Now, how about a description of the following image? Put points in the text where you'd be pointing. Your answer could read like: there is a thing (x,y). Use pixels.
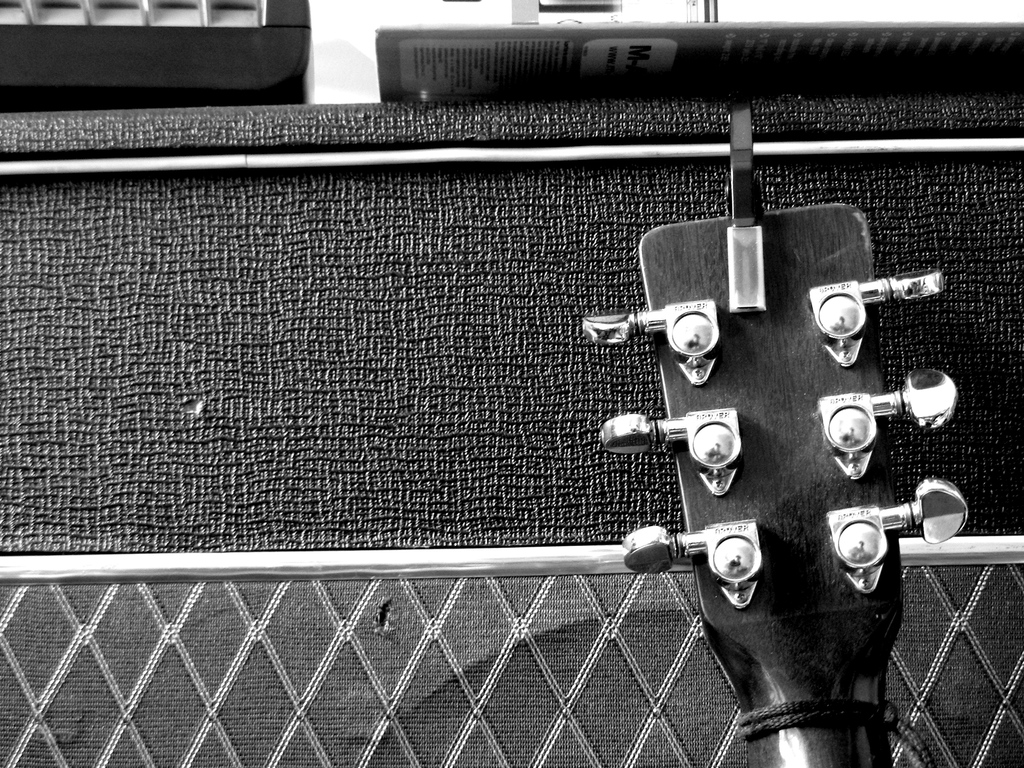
This is a black and white picture and there is a guitar head (768,473) in this picture.
